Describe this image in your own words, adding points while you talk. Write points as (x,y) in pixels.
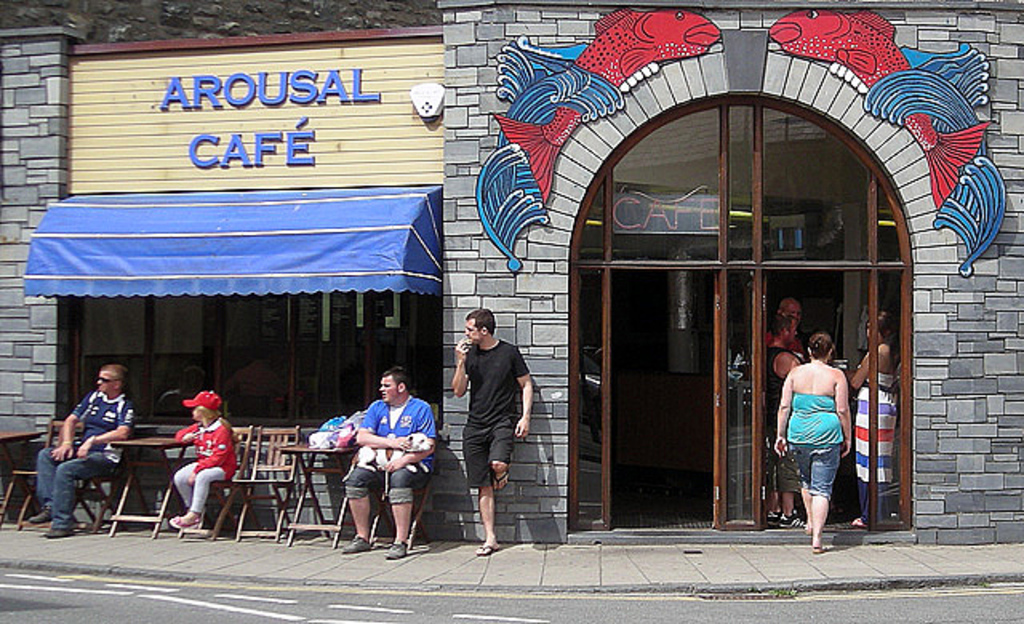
In the center of the image (558,293) there is a cafe (33,420). There is a door (603,435). There are people (202,438) sitting on chairs (274,436). At the bottom of the image (968,615) there is road (19,588).
